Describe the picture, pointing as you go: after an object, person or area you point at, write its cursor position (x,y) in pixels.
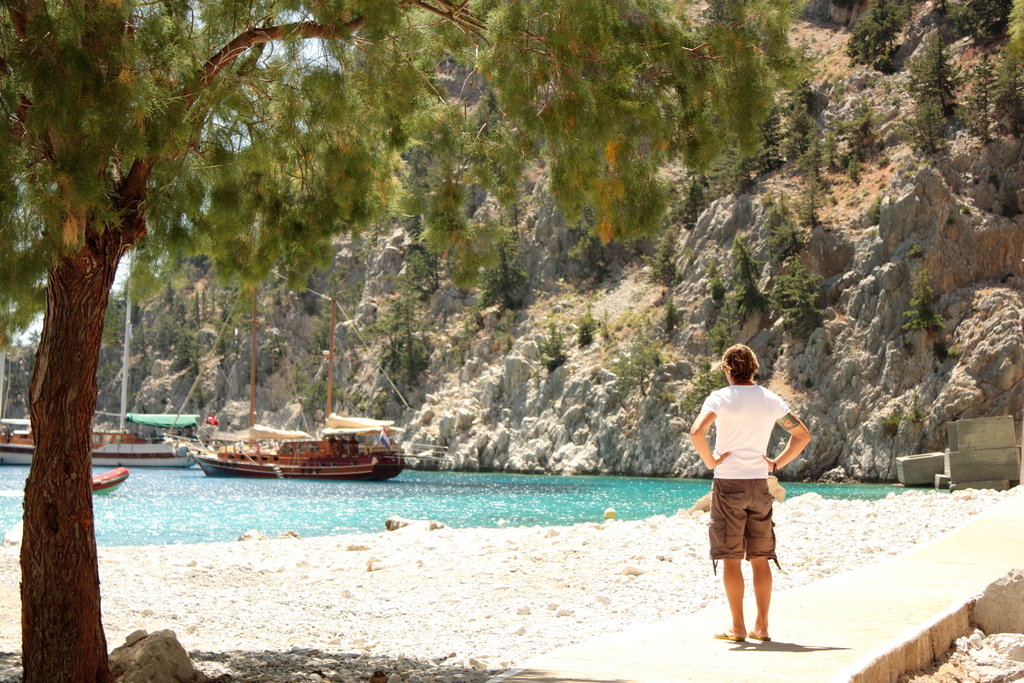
In the image we can see there is a man (763,507) standing on the footpath (936,580) and there are stones (437,576) on the ground (293,605). There is a tree (130,242) and there are boats (290,449) standing in the water (383,513). Behind there is a huge hill (676,262) and there are trees (772,142) on the hill (538,392).
